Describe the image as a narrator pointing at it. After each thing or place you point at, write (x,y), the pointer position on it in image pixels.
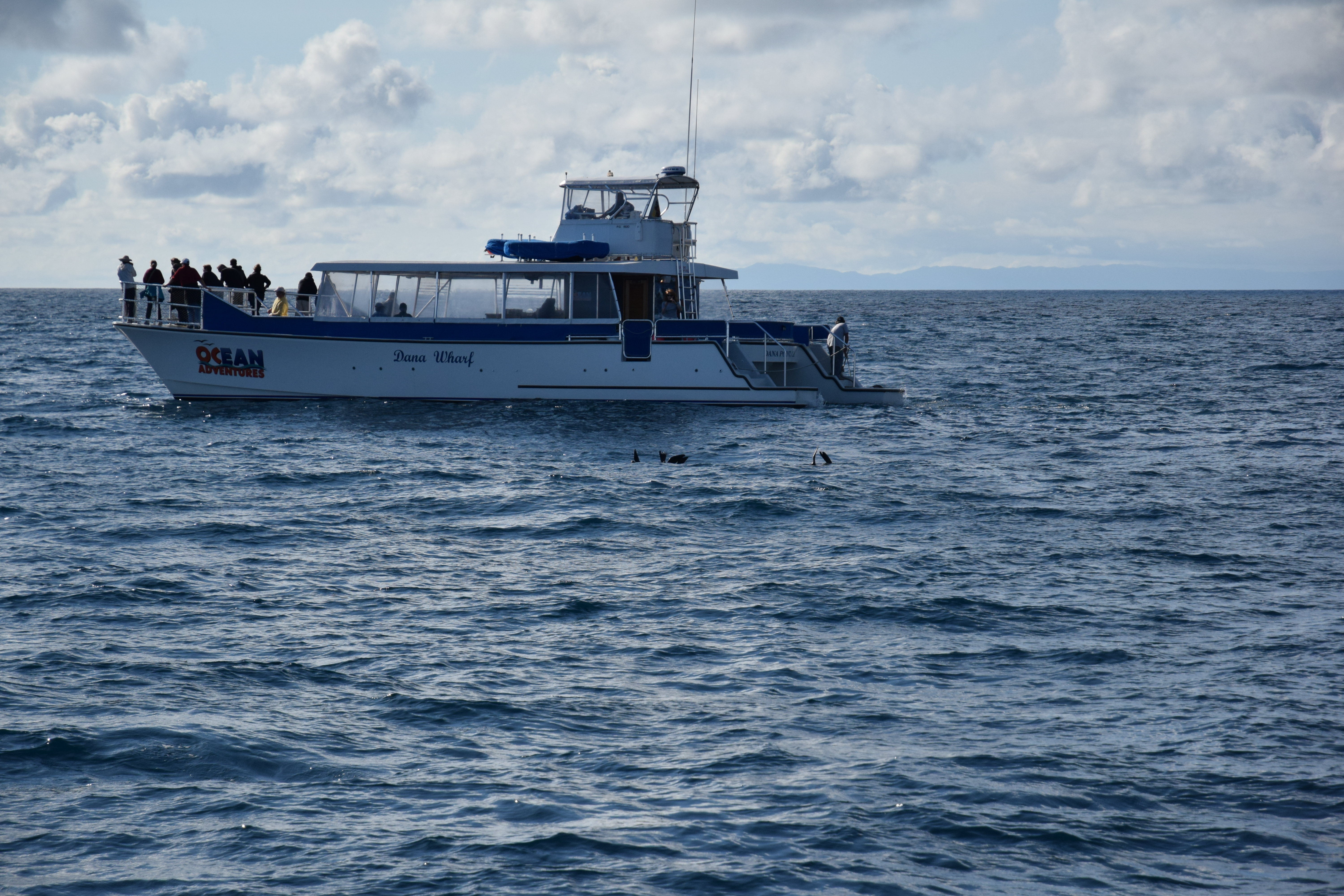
In this image, we can see few people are sailing a boat (690,373) on the water (788,419). Background (728,106) we can see the cloudy sky (627,137).
